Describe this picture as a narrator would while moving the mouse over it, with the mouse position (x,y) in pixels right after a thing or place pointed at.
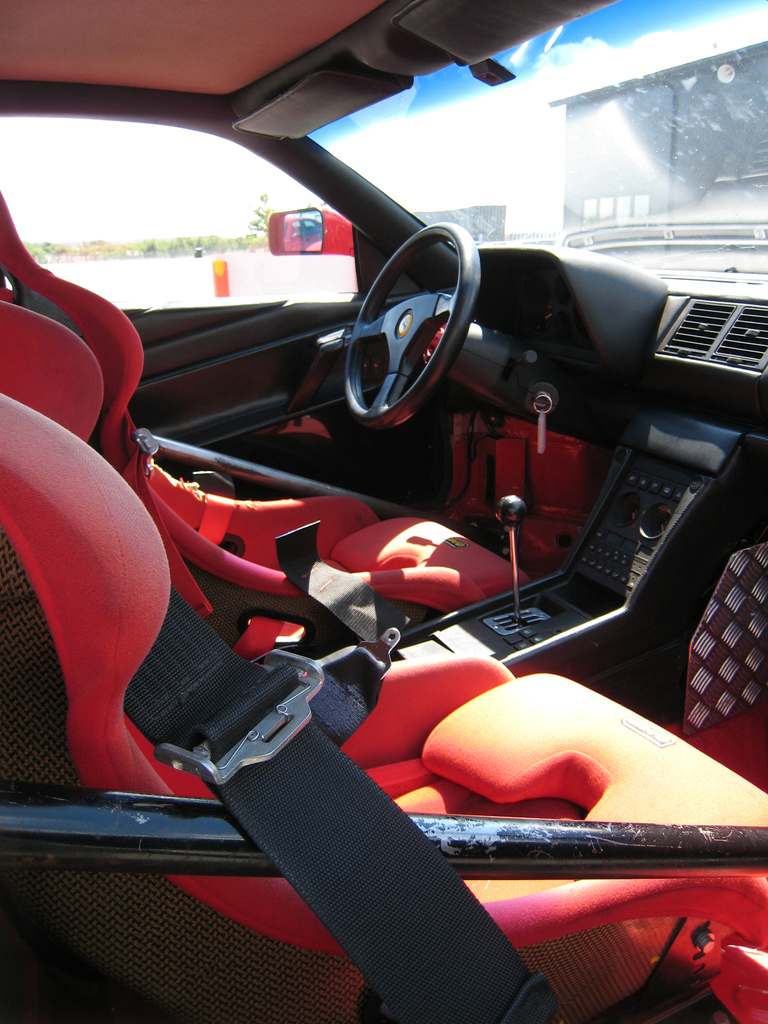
In this picture I can see inner view of a vehicle (449,793) and I can see a steering (455,344) and a dashboard (535,369) and couple of seats (491,696) and from the vehicle glass (127,223) I can see trees (196,238) and buildings (618,131).
